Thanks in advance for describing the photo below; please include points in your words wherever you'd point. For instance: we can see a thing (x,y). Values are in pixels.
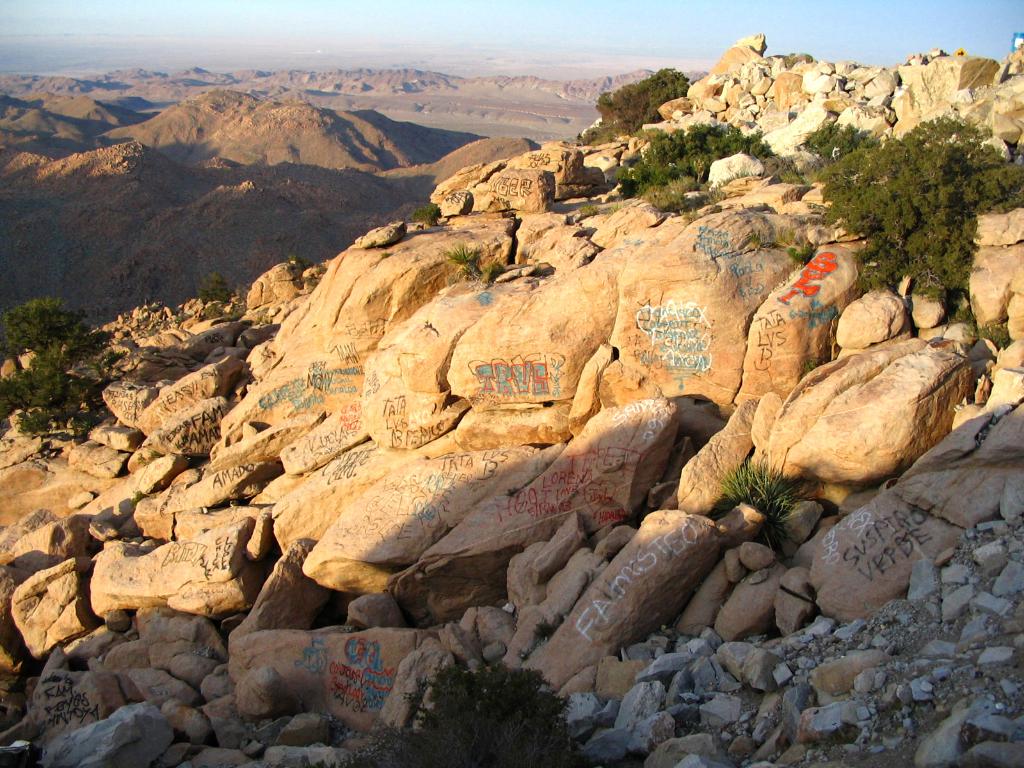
In this picture I can see many mountains (7,130). At the bottom (823,572) I can see the stones (403,552). On the right (802,181) I can see the plants (1012,190). At the top (689,16) I can see the sky (361,27).
